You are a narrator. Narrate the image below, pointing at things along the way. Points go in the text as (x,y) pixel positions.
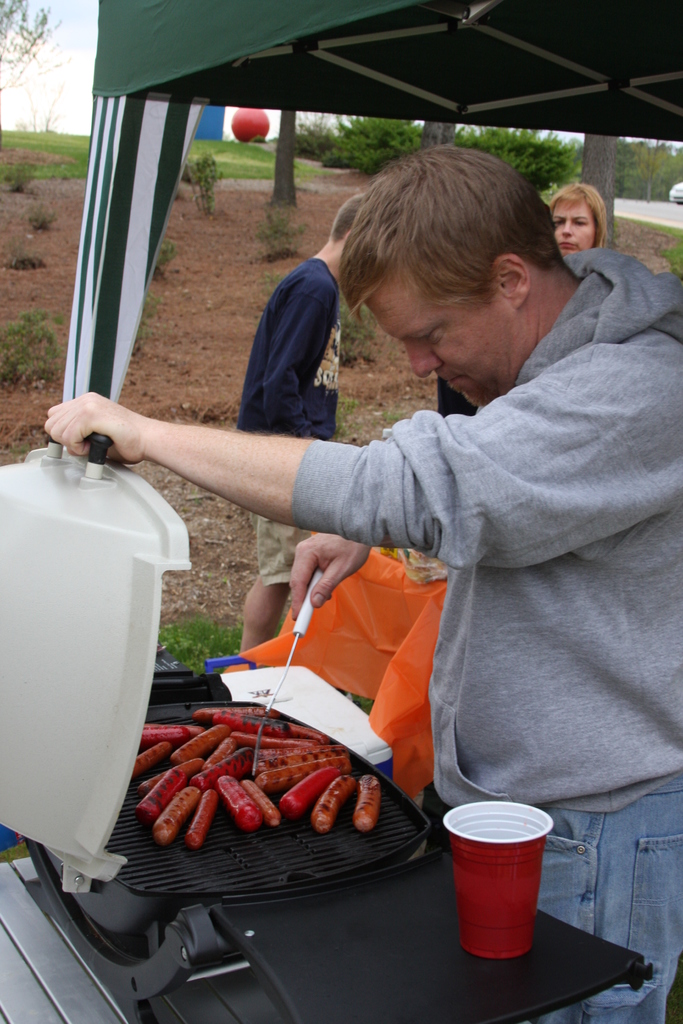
In this image we can see a person (327,594) holding a spatula (274,696) standing under a tent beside a table (386,967) containing some sausages (285,777) on a barbecue (339,908), a glass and a container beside it. We can also see a cover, some people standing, grass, plants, a big ball like structure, the bark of the trees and the sky (55,88) which looks cloudy.
